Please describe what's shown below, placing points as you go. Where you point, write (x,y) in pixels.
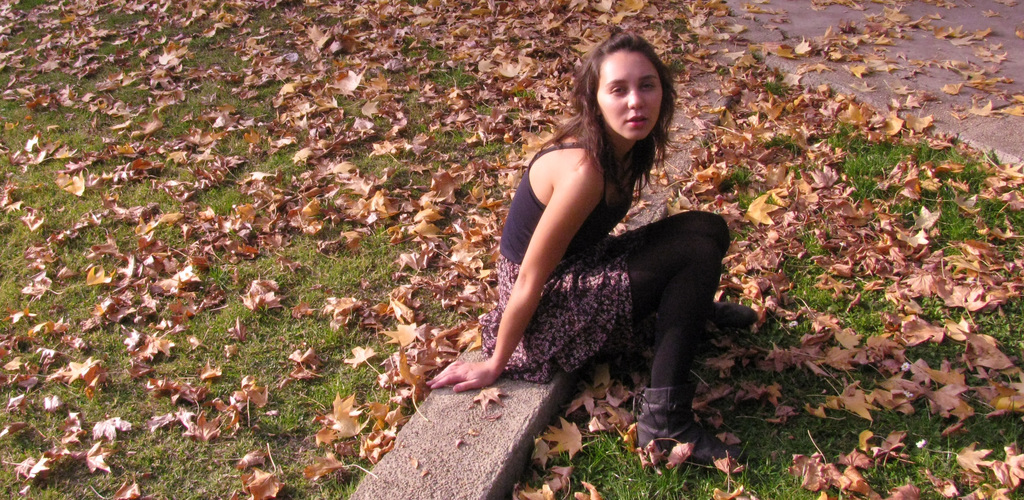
A woman (605,266) is sitting. There is grass (69,295) and dry autumn leaves (326,145).
